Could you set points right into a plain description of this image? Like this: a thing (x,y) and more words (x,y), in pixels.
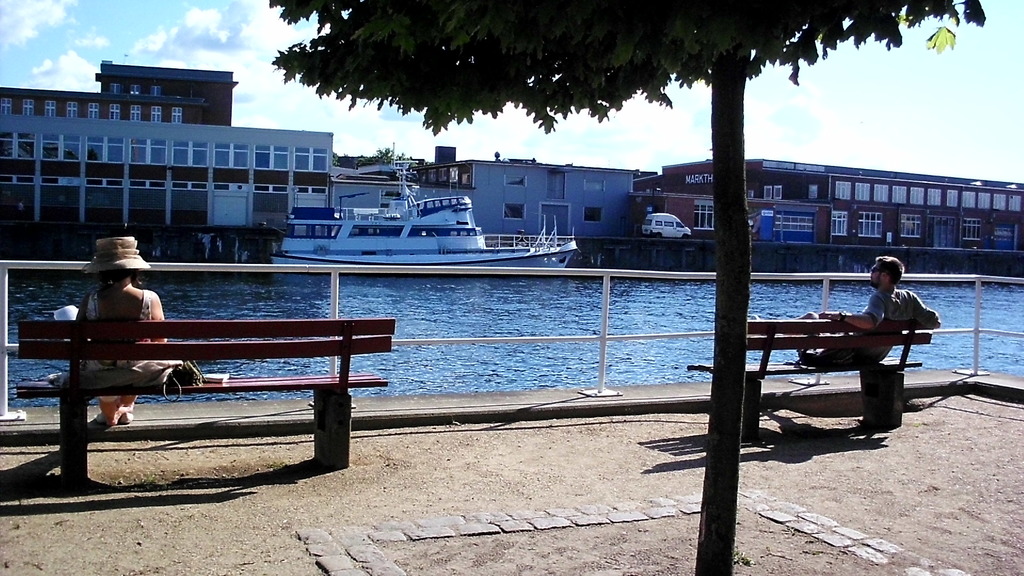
In front of the image there is a tree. There are two people (115,412) sitting on the benches (115,352). Beside them there are bags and a book (221,378). In front of them there is a railing (336,301). There is a ship (381,215) in the water (493,301). In the background of the image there is a car (656,224) on the pavement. There are buildings (197,178), trees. At the top of the image (137,26) there is sky (95,13).
